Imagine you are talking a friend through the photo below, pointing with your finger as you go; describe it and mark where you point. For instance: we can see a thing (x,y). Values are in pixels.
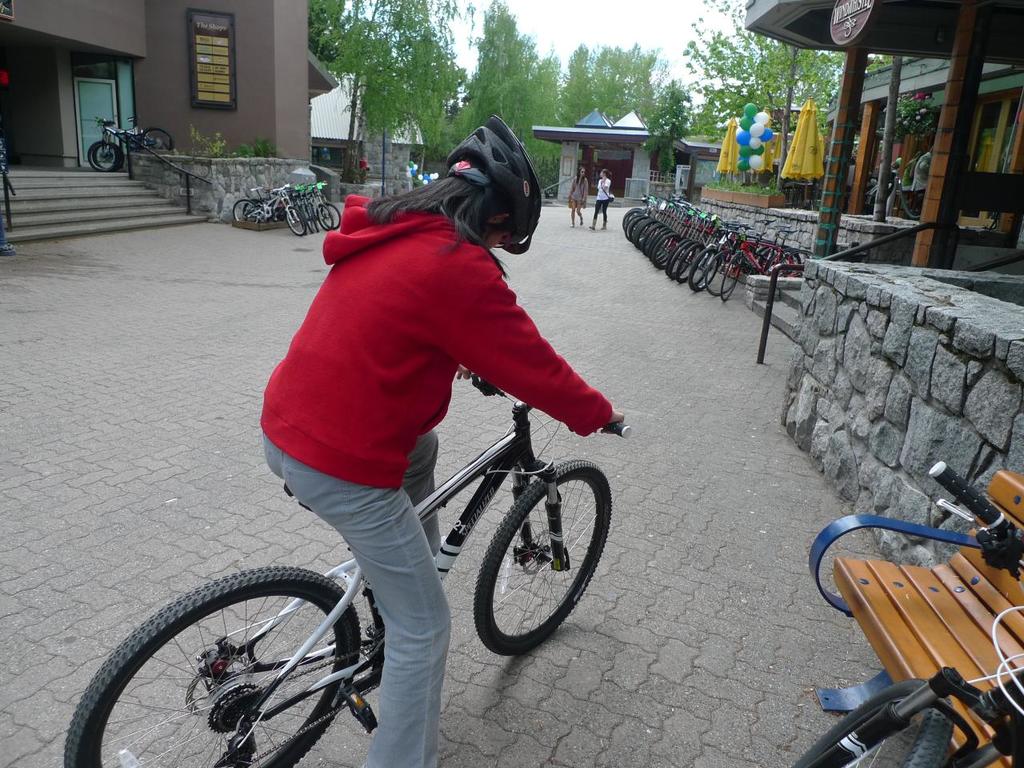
In this picture there is a girl (505,138) in the center of the image (552,479) on a bicycle (552,479) and there is a bench (909,527) and a bicycle (1007,559) in the bottom right side of the image (953,601), there are trees (408,110), bicycles (762,259), balloons (760,136), people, and houses (103,48) in the background area of the image (288,25), it seems to be there is a stall (959,155) in the top right side of the image (897,100).
